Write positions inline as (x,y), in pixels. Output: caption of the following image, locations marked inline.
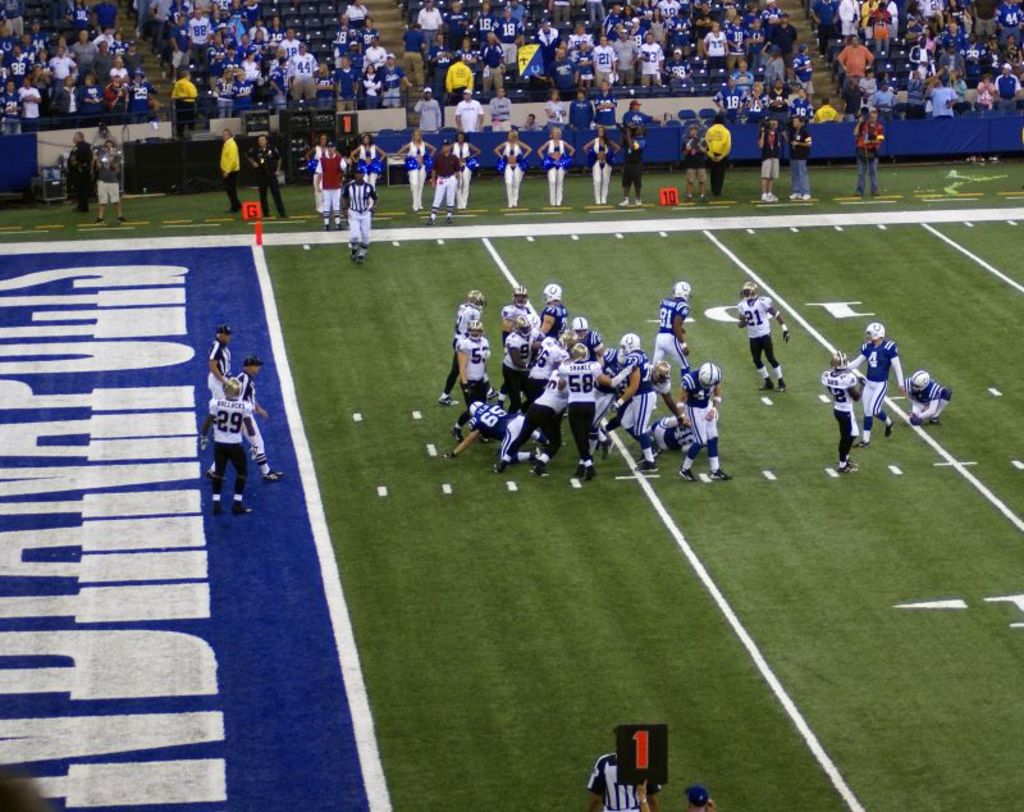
In this image there are so many people (696,408) playing in the ground (988,407), beside them there are some cheer girls (549,162) and some people (718,162) standing also so many other people (36,111) sitting in the stadium (796,49) and watching at the game.
